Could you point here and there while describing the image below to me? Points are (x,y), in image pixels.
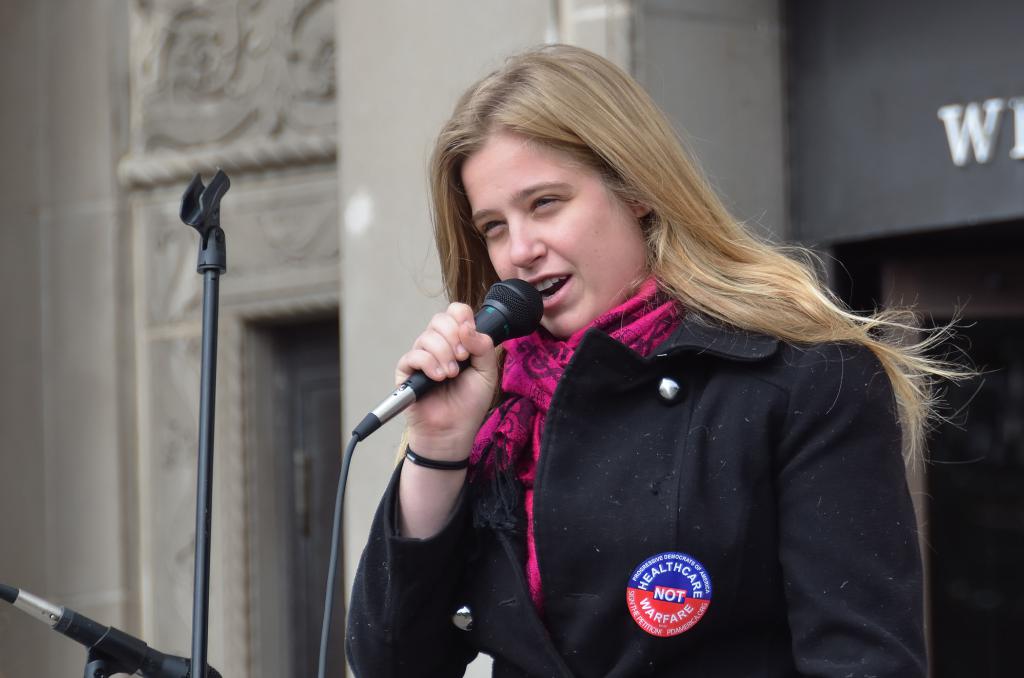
Here we can see a woman (598,127) speaking something in the microphone (528,285) present in her hand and there is a stand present in front of her
